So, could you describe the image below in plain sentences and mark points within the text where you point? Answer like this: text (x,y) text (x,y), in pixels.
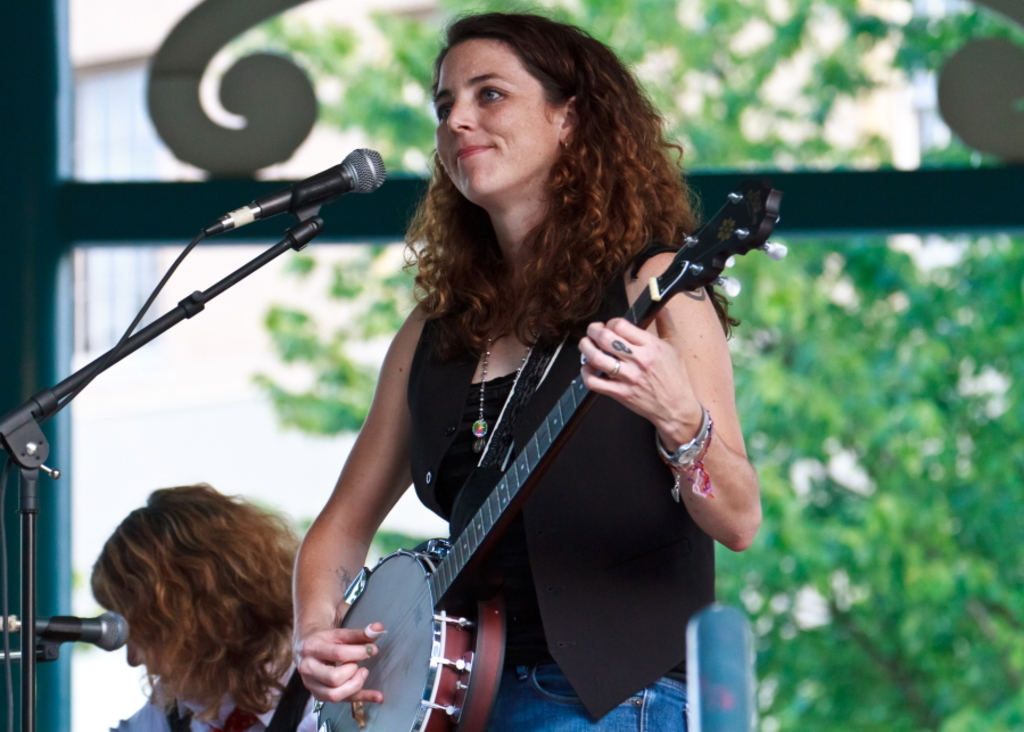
In this picture we can see a woman (339,686) who is playing banjo (385,690). These are the mikes (378,169). On the background (981,615) we can see some trees (894,435).
